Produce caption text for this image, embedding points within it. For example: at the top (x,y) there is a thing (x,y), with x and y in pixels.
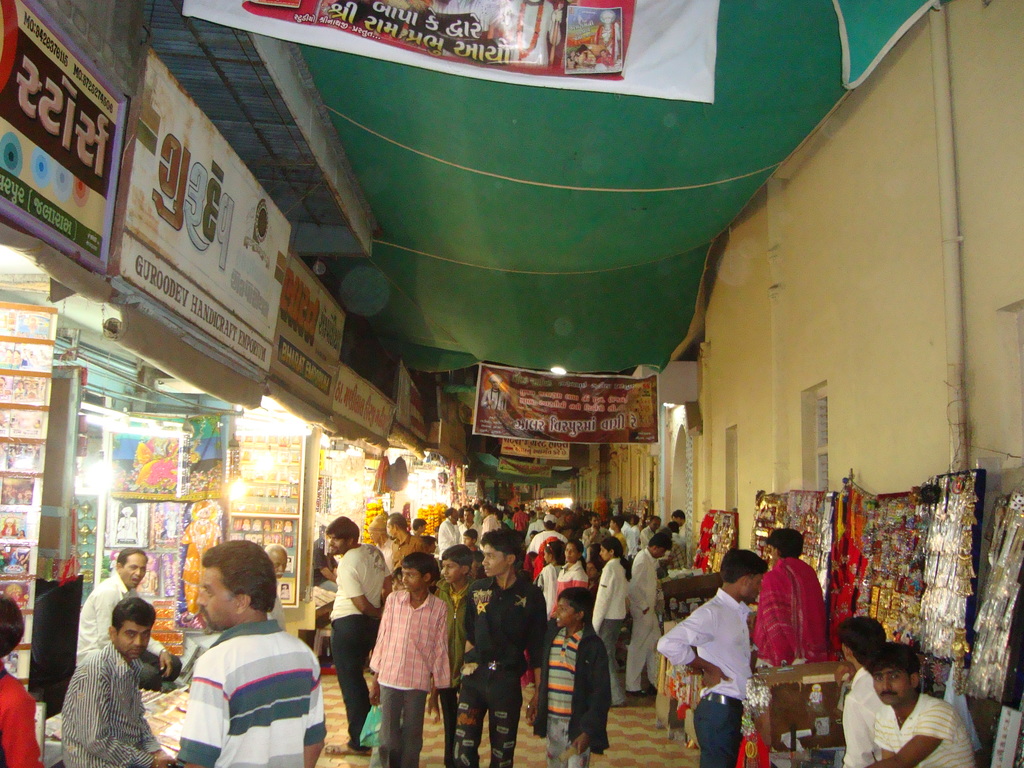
In this image there are stalls (38,353) with some text boards (165,129) and people (5,637) in the left corner (188,235). There are people (792,569), stalls (719,544), and wall (906,240) in the right corner (813,452). There are people (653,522) in the foreground (745,556). There are people (675,530) and posters (407,28) in the background (633,691). There is floor (328,697) at the bottom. And there is a roof (850,44) at the top (330,226).
